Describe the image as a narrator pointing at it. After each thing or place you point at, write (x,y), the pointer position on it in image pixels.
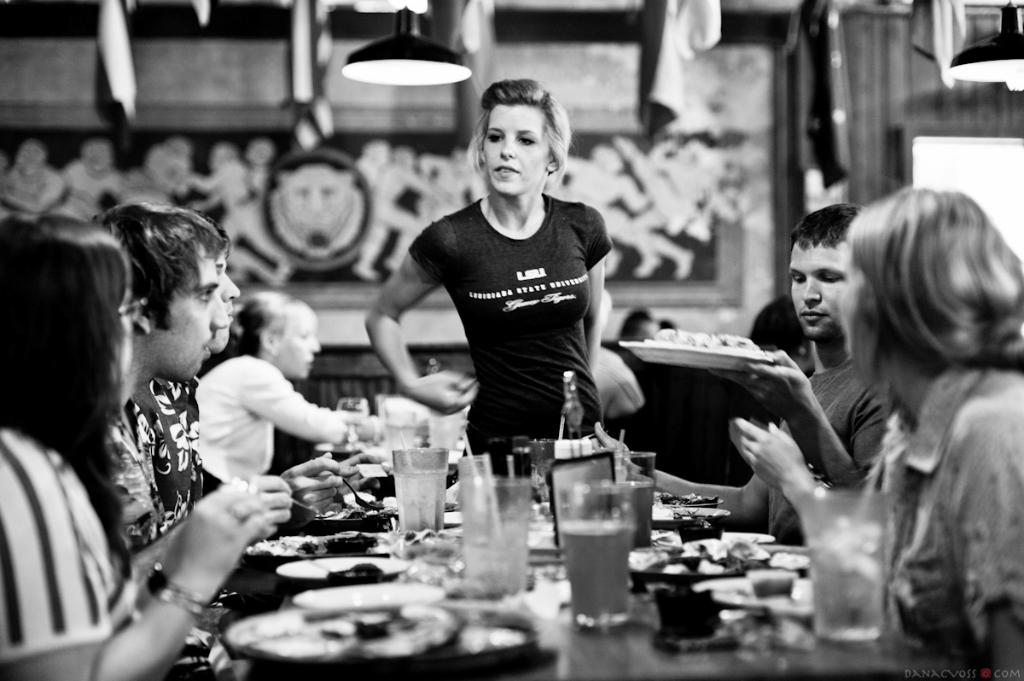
Here in this picture we can see a group of people (787,450) sitting on chairs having their meal (349,607) and the woman (501,439) in the center (473,247) is standing and we have glasses (515,482) of juices (608,543) on the table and there is food (337,623) on the plates (350,561).
